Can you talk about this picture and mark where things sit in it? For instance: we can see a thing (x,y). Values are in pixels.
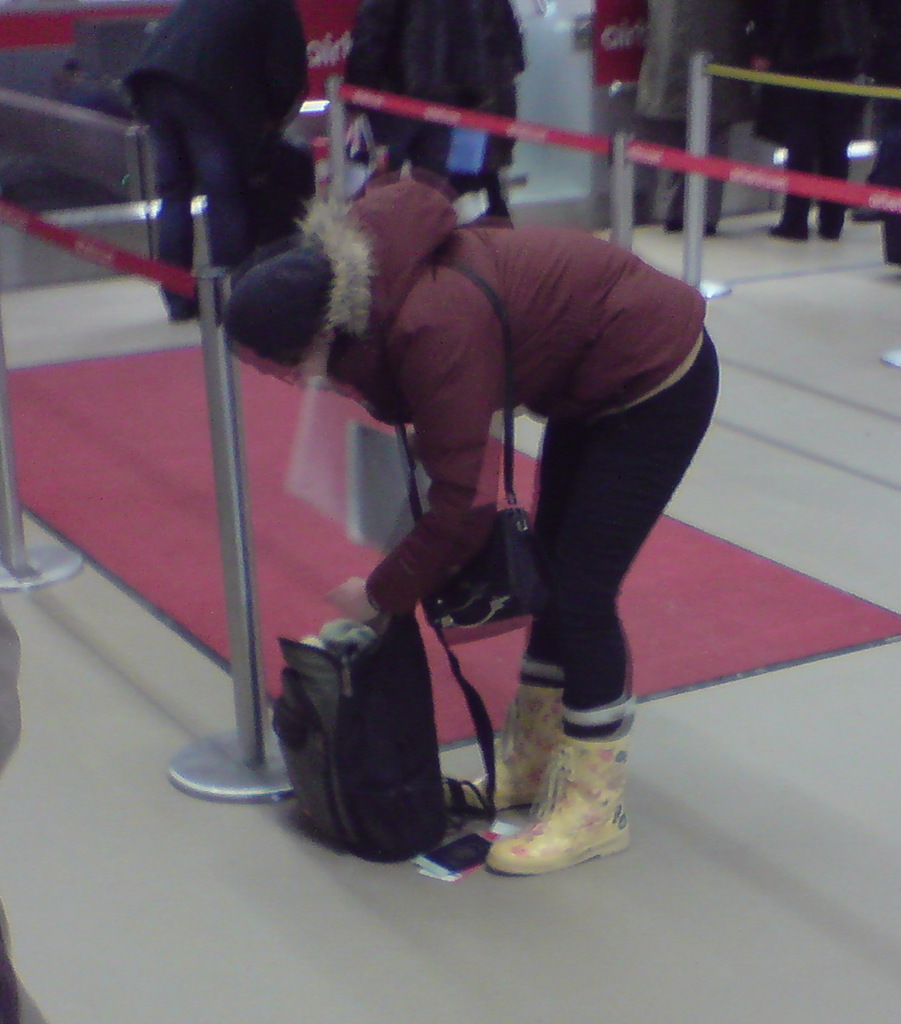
In this image there is a lady (609,556) bending, and taking a few items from her bag (363,688), in the background (176,549) there are poles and there are people (188,105) standing and there is a mat (65,507) on a floor (883,583).
